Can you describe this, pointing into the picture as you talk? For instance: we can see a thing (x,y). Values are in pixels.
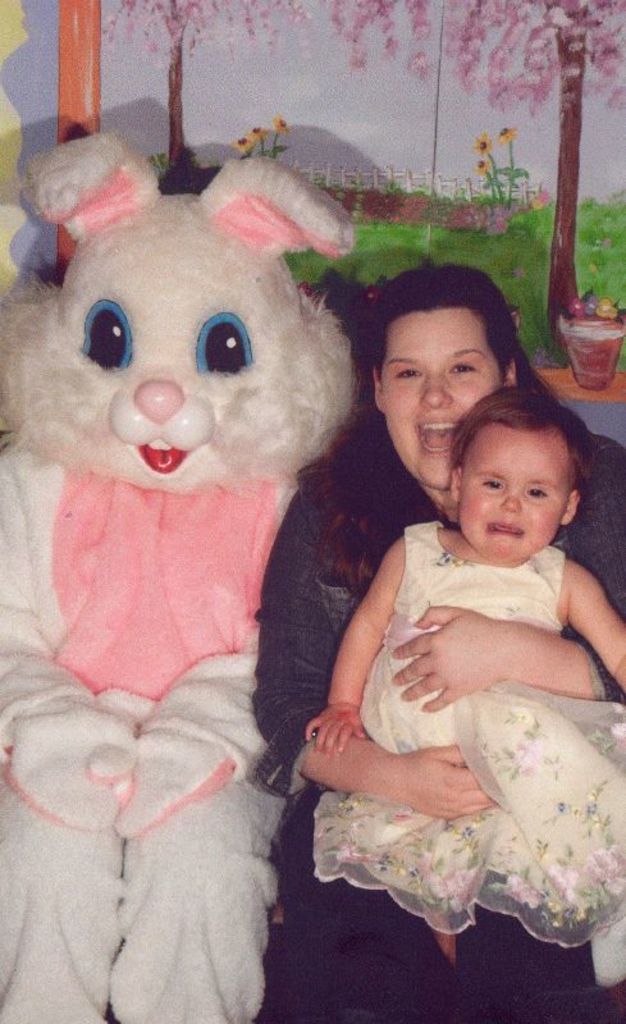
In this picture we can see a girl (346,793), mascot (138,691), woman (364,753) and in the background (249,93) we can see painting (527,175) on the wall (542,224).
